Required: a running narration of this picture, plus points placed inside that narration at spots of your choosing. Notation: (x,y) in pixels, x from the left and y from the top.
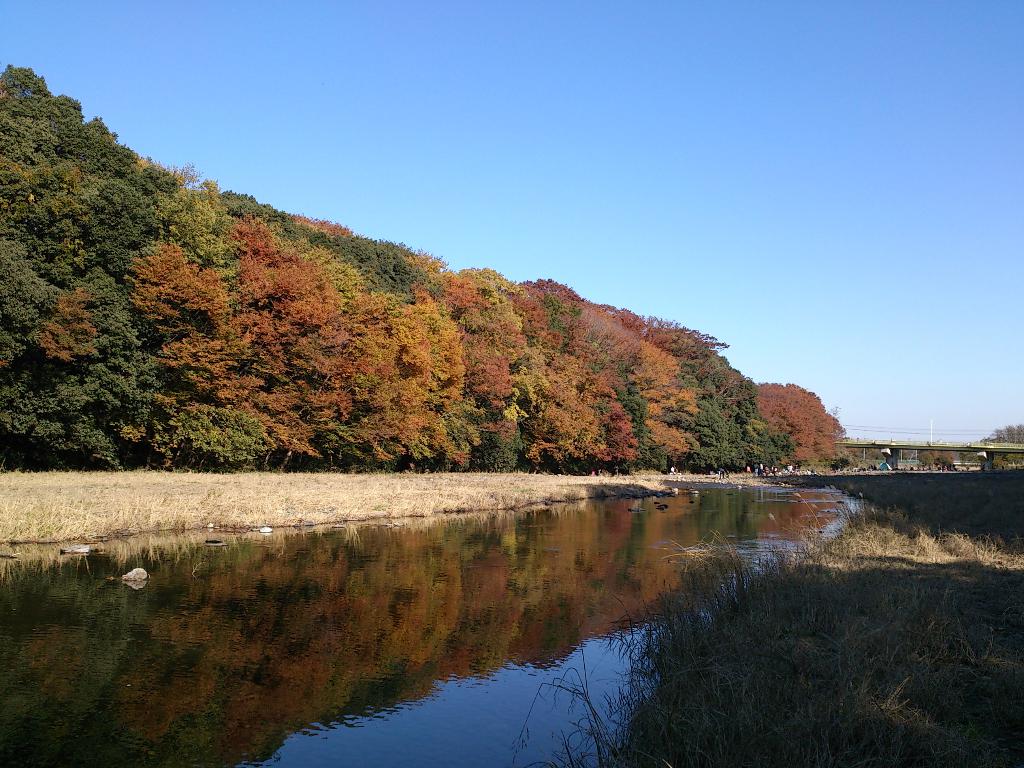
There is a river (503,563) and beside the river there is some dry grass (457,474) and behind that there is a thicket (537,381) and in the background (544,210) there is sky (482,210).
